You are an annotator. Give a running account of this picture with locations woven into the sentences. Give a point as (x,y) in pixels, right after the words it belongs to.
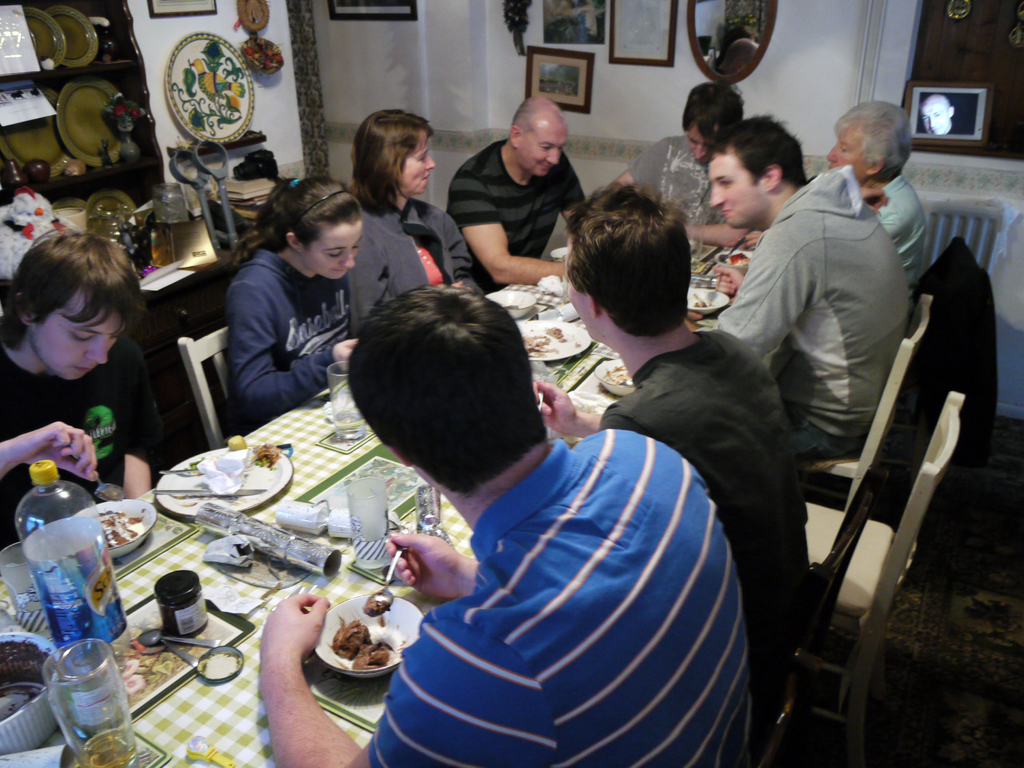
in this picture we can see a wall (479,52) and a photo frame (580,22) on it, and here are group of members (488,368) sitting on a dining table (214,578) and eating, there are many food items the table (326,475), bottles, glasses (356,486) and many other objects (327,521), and right to opposite there are many plates (97,128) in the shelves (132,84).
